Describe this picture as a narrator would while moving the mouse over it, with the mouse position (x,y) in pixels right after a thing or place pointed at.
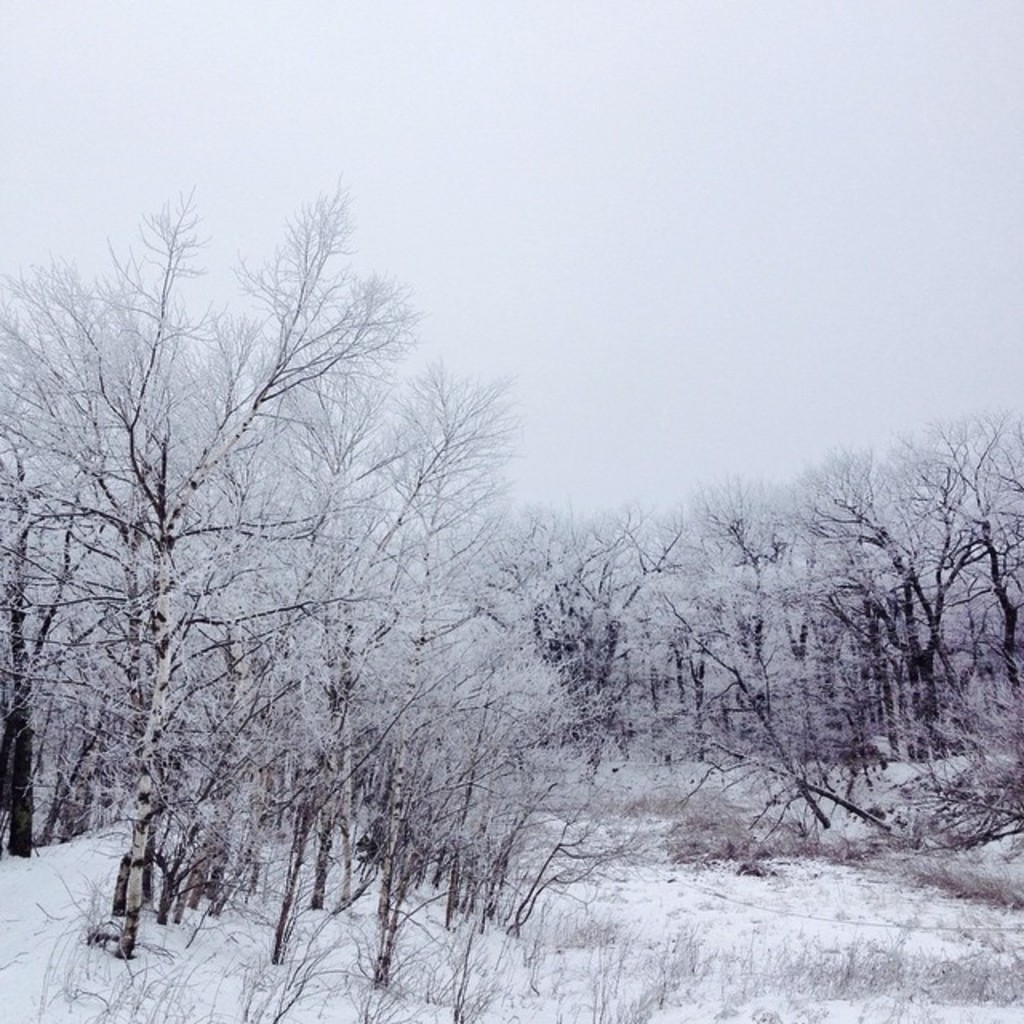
In this picture we can see bare trees (412,669). This is snow (769,910). In the background (738,383) there is sky (721,376).
